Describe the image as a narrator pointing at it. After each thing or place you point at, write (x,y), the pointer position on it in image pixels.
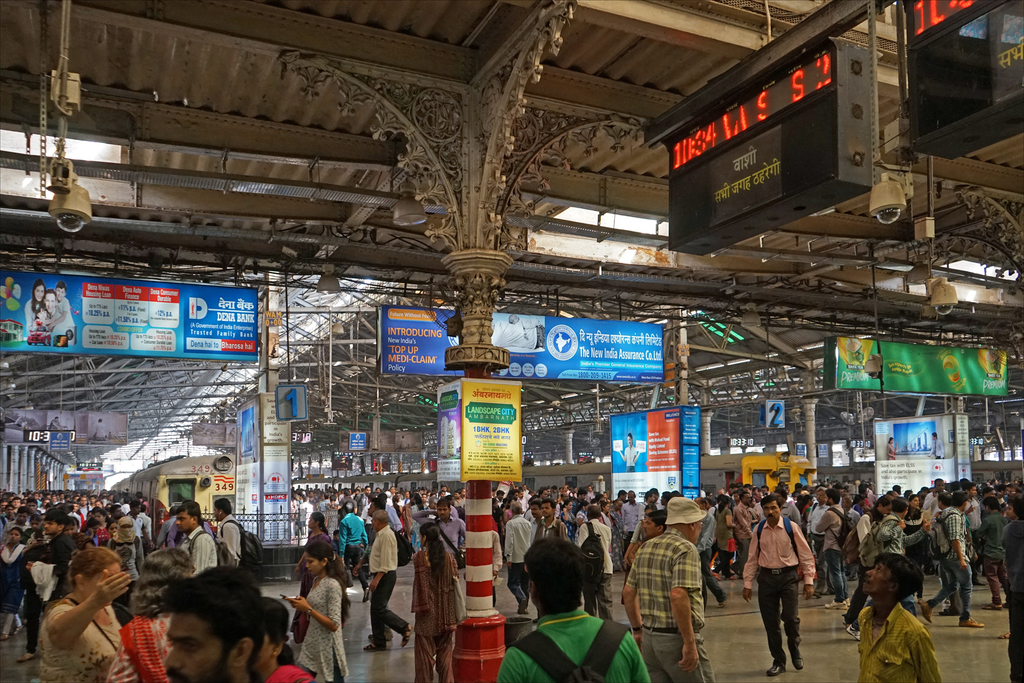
In this image I can see few persons (843,522). I can see two trains (808,468). I can see few hoardings (685,458) with some text (419,351) on it. I can see a pillar (484,252).
